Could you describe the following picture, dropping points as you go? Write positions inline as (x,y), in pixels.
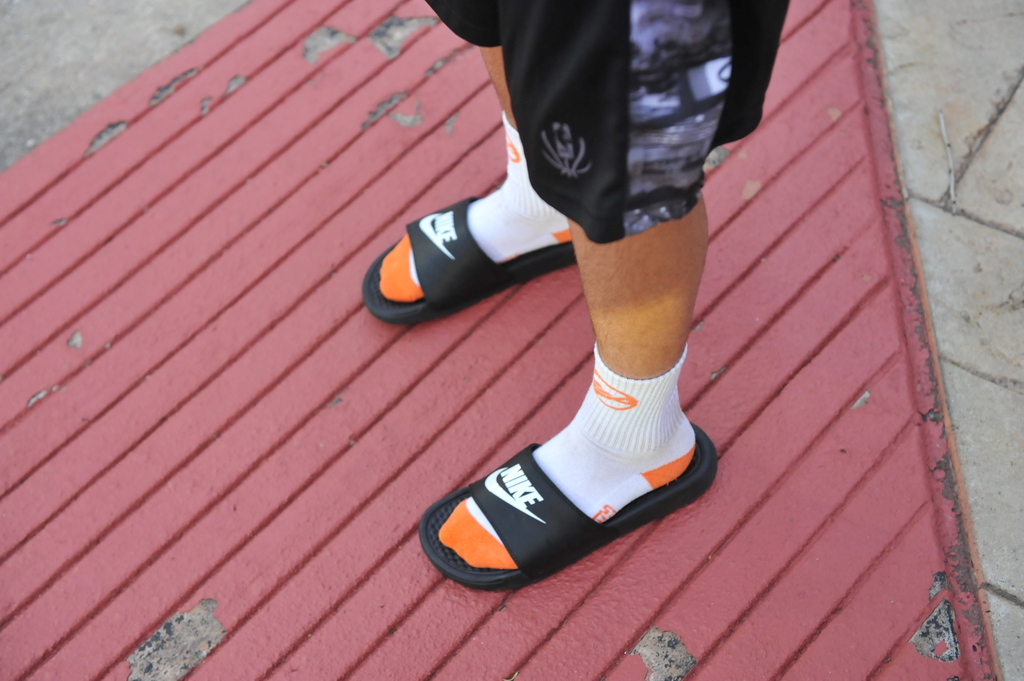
In this picture I can see there is a person (575,436) standing, wearing a trouser (602,98) it is in black color, socks (613,454) which are in white and orange color and slippers (544,539) they are in black color. The floor (480,451) is painted with a maroon color.
